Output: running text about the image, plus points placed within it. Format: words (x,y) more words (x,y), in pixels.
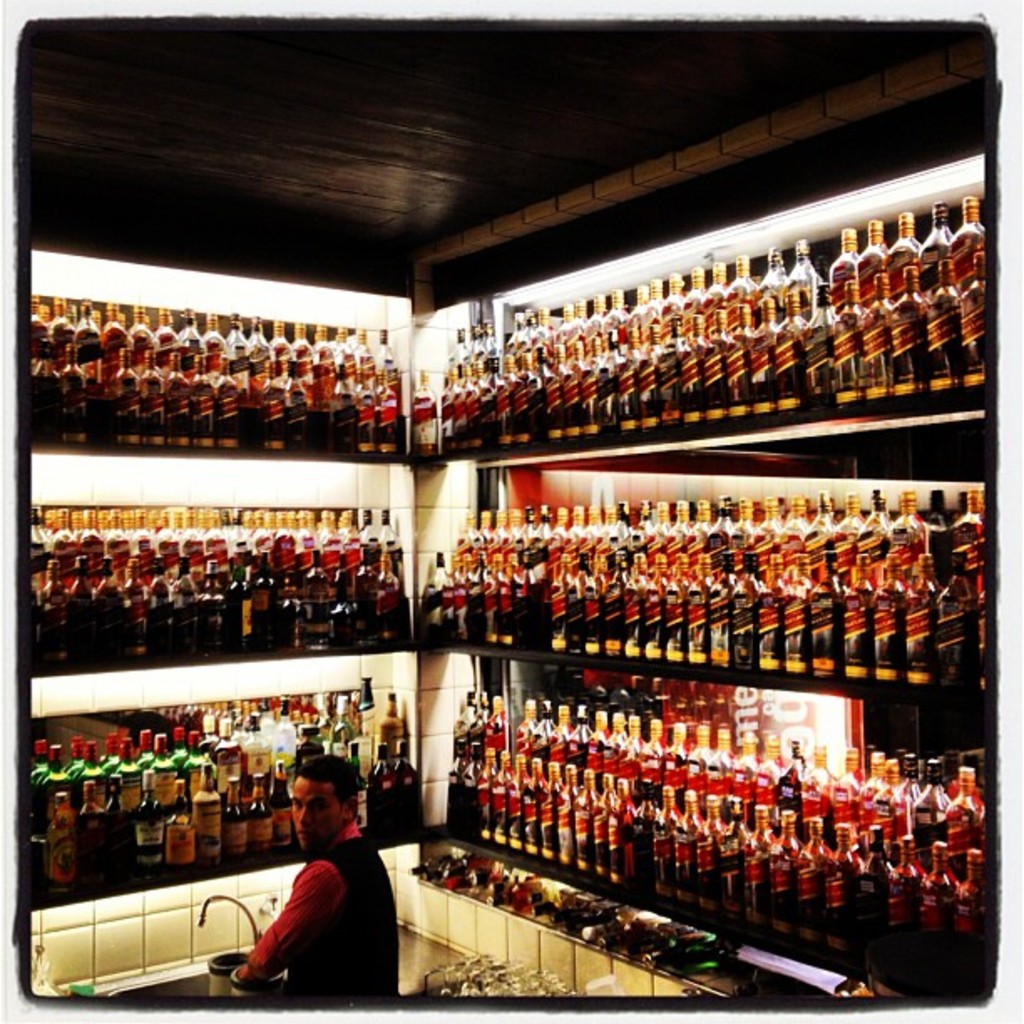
In this image we can see beverage bottles (478,601) arranged in shelves (518,739). At the bottom of the image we can see person (320,864) standing at the sink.
